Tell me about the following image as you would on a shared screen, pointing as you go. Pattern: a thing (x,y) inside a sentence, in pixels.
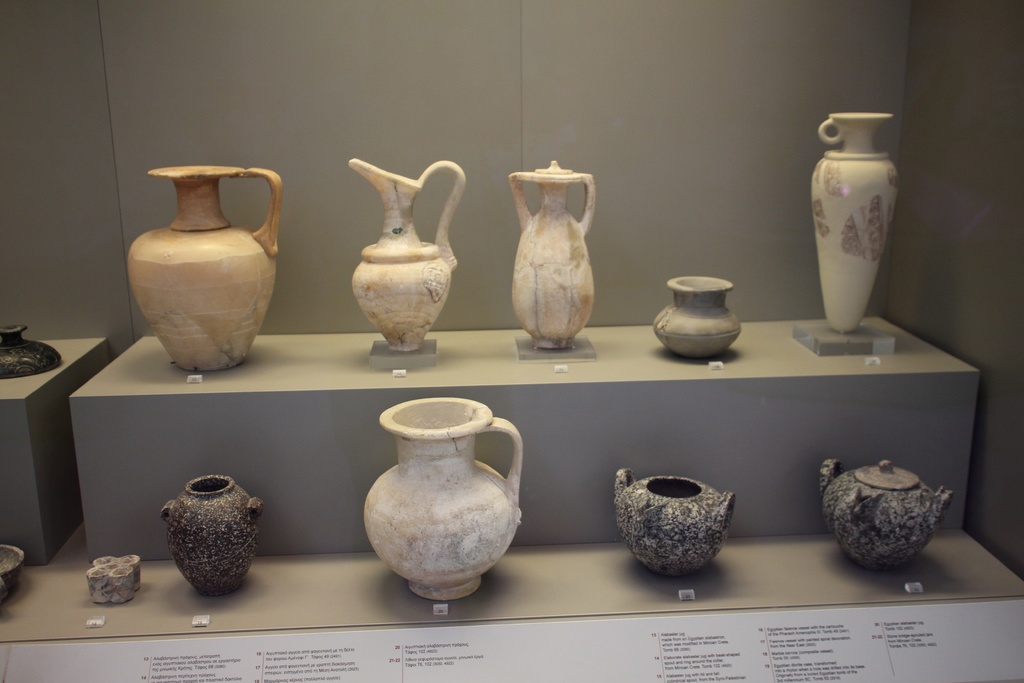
This image is taken indoors. In the background (496,125) there is a wall (884,95). At the bottom of the image (757,619) there is a board (261,656) with a text (261,656) on it. In the middle of the image (539,368) there is a table (618,556) with a few antique jugs (384,328) and jars (183,520) on it.
